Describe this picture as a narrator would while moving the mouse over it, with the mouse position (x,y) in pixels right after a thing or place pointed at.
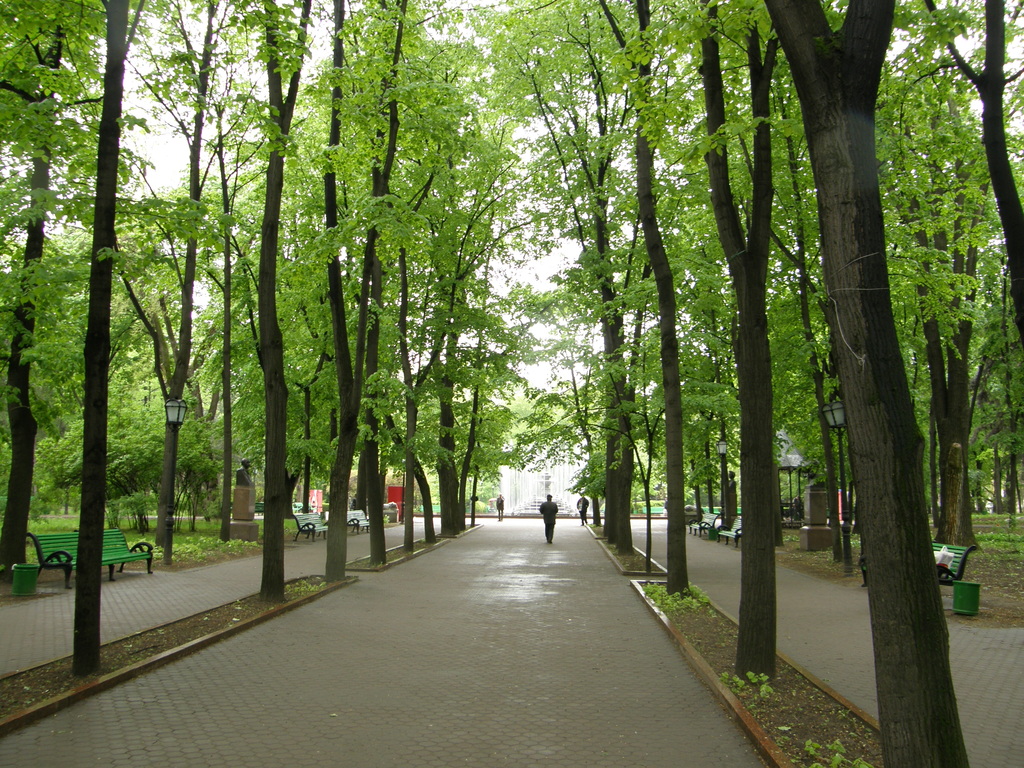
In this picture there are benches (736,525) and trees (747,537) on the right (753,555) and left side of the image (110,499) and there are people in the center of the image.
